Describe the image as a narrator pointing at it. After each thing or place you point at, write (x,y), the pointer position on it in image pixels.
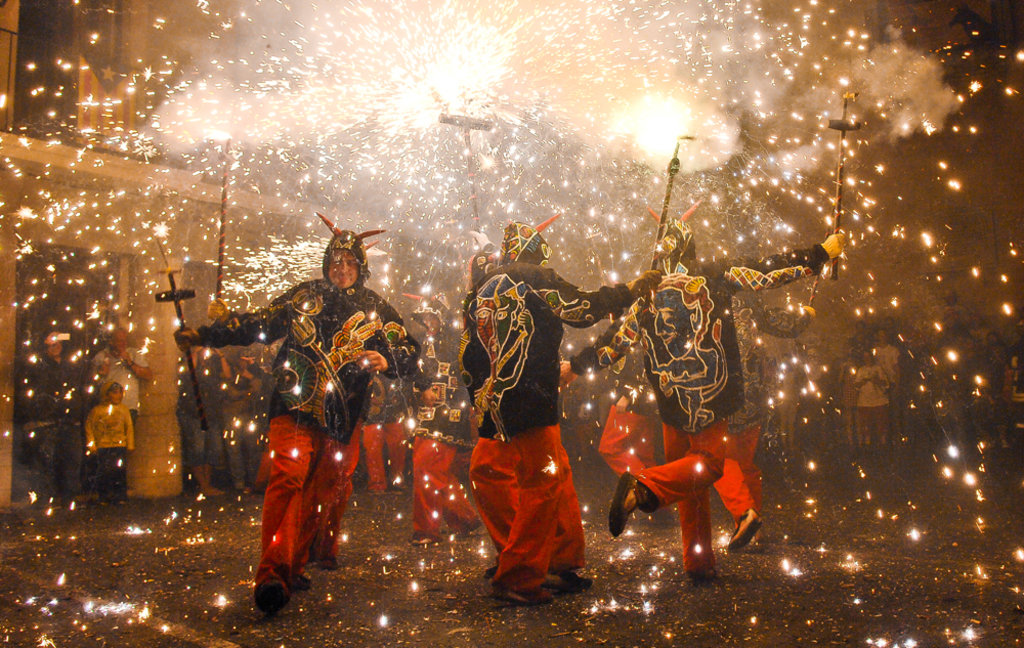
In this picture there is a group of persons (475,327) who are wearing the same dress (693,374) and holding the cross mark sticks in their hands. On the left (49,462) there is a man (130,381) who is wearing t-shirt (130,381) and trouser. Beside him there is a boy (126,430) who is wearing yellow hoodie (110,437), trouser (107,474) and shoe (108,496). Beside him I can see another man (69,376) who is wearing hoodie (54,394), jeans (71,466) and shoe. Three of them were standing near to the door (83,304). In the back (880,406) I can see some people (880,406) were standing near to the buildings (902,259).
